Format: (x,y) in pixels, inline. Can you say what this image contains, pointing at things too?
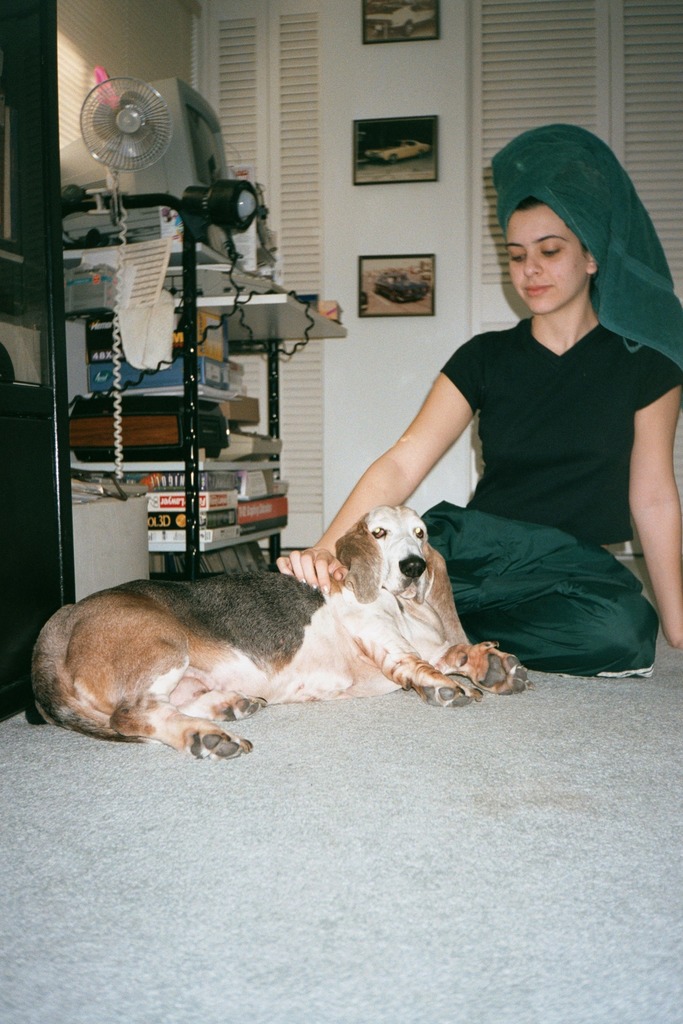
In this picture we can see a woman (561,502) and a dog (111,590) on the floor (185,791). On the left side of the woman (346,524), there is a monitor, table fan (120,127), a lamp (232,213) and some objects (167,237) on the table (172,241). Under the table (188,486), there are books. On the left side of the image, there is a black object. Behind the woman (353,504), there are photo frames (412,19) which are attached to a wall (384,86). On the left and right side of the photo frames (396,126), these are looking like window blinds (520,50).
